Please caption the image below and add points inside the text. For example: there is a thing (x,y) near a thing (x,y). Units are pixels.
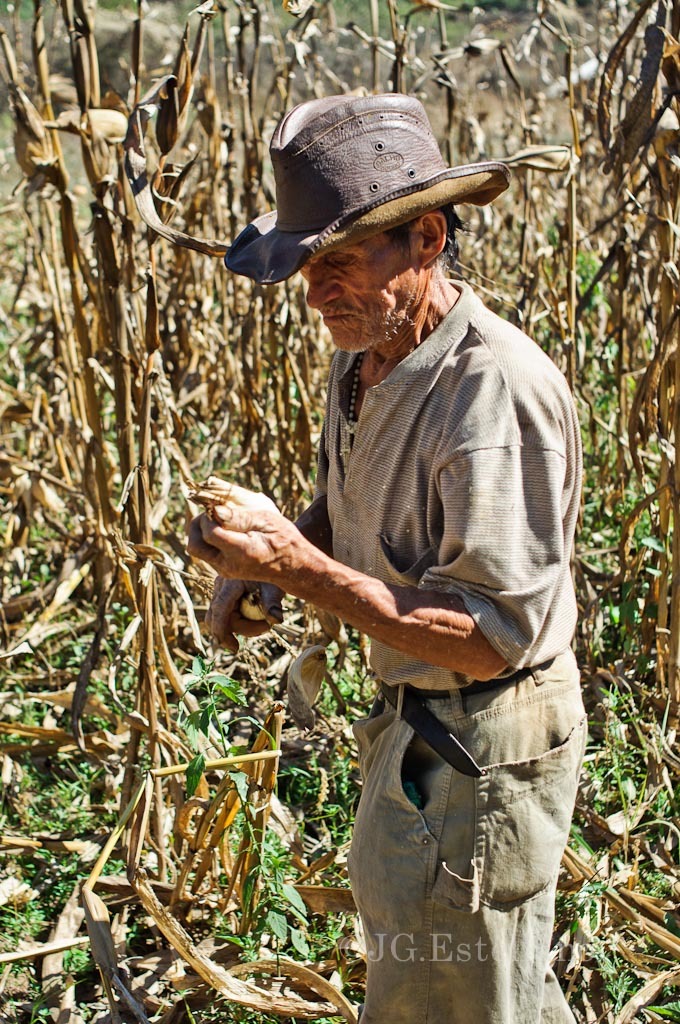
In this picture there is a person (444,399) standing and wearing a hat (308,223) on his head (423,121) and there are some dry plants (256,93) beside him.
